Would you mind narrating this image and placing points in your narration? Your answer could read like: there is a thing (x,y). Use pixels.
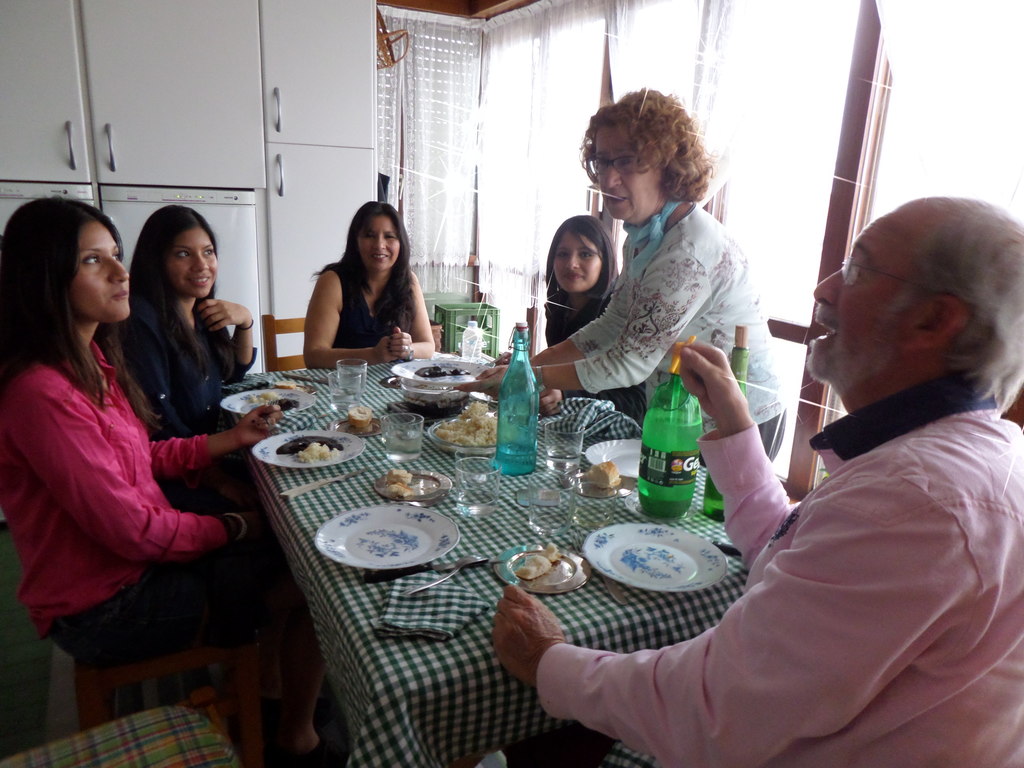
On the background (596,84) we can see white colour curtains (477,91), door (940,108) and cupboard (244,120). We can see few persons (391,335) sitting on chairs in front of a dining table (342,499) and on the table (440,560) we can see plate (288,434) of dishes (440,435), glasses (347,372), bottles (684,440). We can see one woman (636,147) standing and holding a plate (460,387) in her hand (488,370).
